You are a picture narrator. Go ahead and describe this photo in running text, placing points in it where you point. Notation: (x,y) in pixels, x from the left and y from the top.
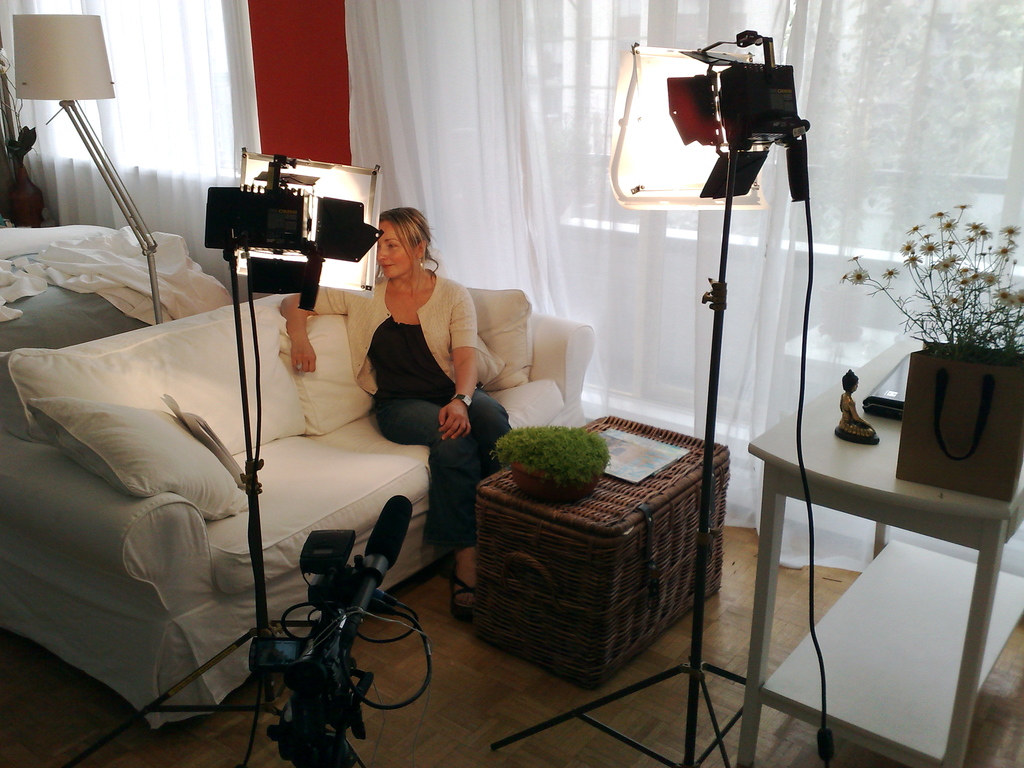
In the middle of the image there is a video camera (267,654). And there are lights (235,235) with stands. On the right side of the image (939,518) there is a table (784,466) with statue (851,430), bag (1003,423) and some other items (875,414). In front of the table (824,454) there is a basket (558,504) with plant (565,461) and a paper (659,468). In front of that there is a sofa (188,520) with pillows (298,380) and a lady (373,347) is sitting. Behind the sofa (424,445) there is a lamp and white cloth (137,252). In the background (497,131) there is a wall (286,40) with white curtains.
